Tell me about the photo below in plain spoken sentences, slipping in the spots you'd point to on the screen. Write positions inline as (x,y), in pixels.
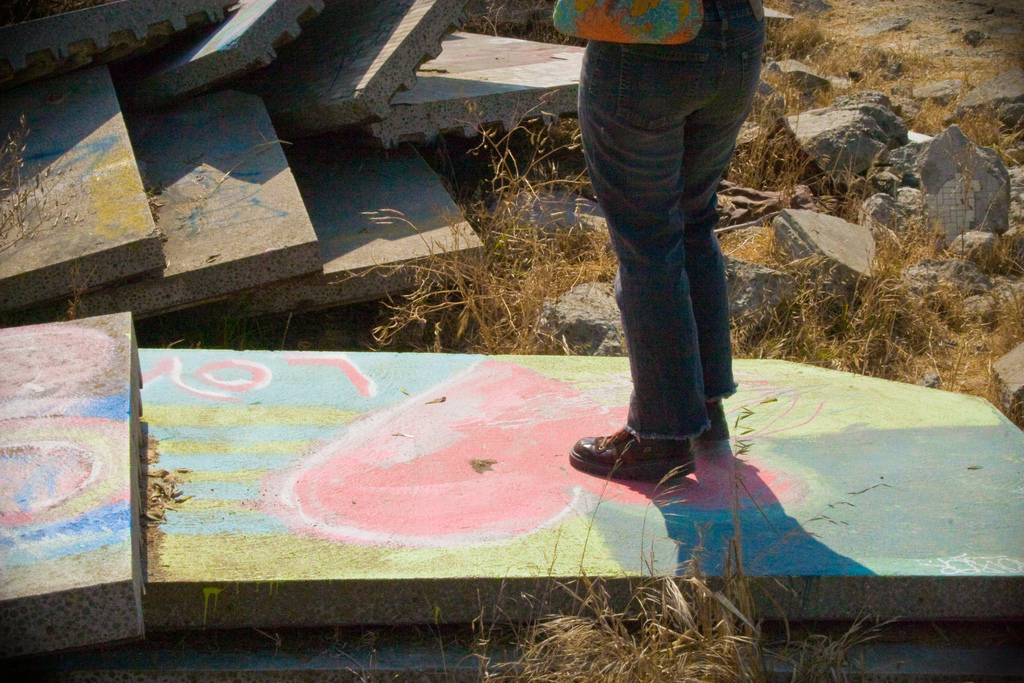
On these stones (381,237) a person (646,386) is standing. Here we can see dried grass (858,307).
